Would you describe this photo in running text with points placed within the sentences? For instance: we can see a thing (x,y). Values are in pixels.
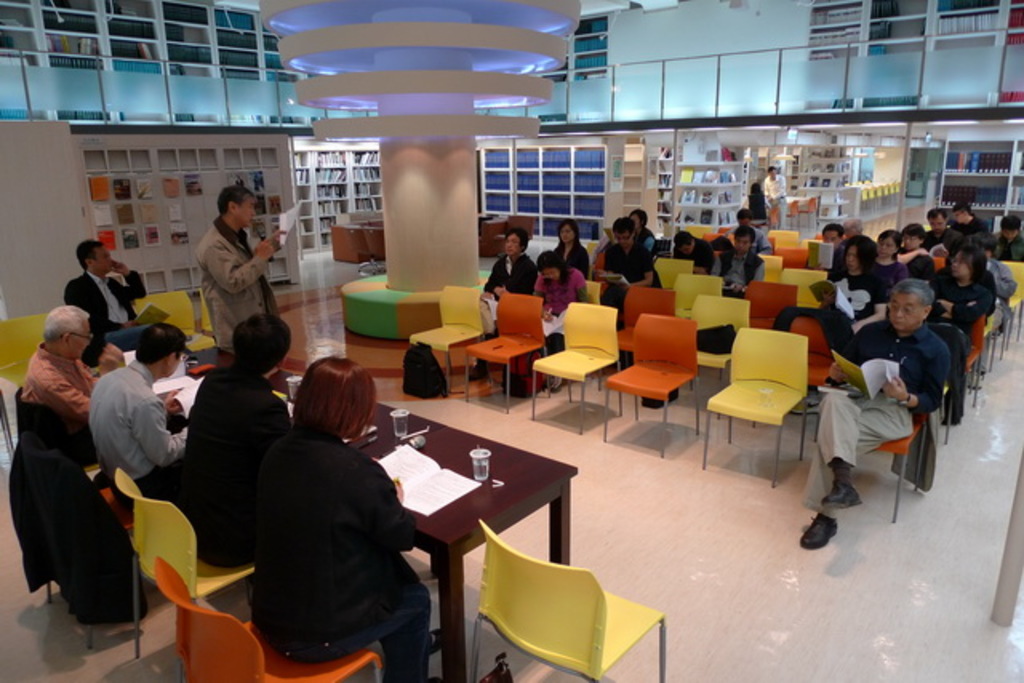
In this image I see lot of people (950,236) sitting on the chairs (778,238) and this man (245,290) standing over here and is holding a paper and a mic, I can also see there is a table (557,477) over here and few glasses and few books (449,498) on it. In the background (203,213) I see racks (214,181) which are full of books (9,116).
